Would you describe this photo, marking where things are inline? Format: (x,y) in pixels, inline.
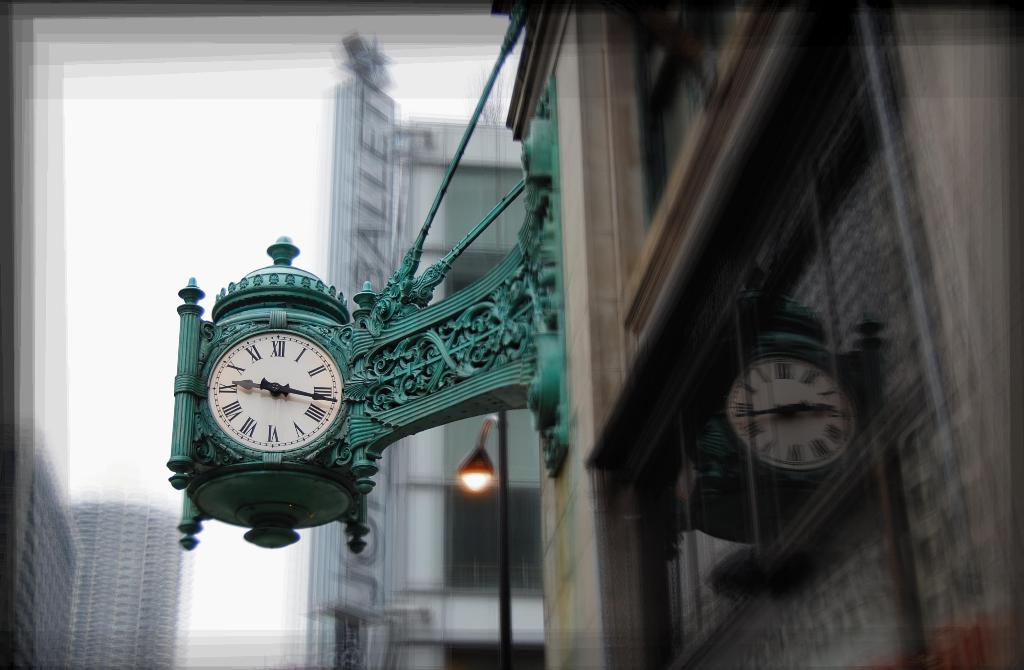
In this image I can see the clock (286,355) attached to the building (686,238) and the building (631,175) is in brown color. Background (511,480) I can see the light pole (471,476) and few buildings (63,533) in white color and I can also see the sky (153,168) in white color.
